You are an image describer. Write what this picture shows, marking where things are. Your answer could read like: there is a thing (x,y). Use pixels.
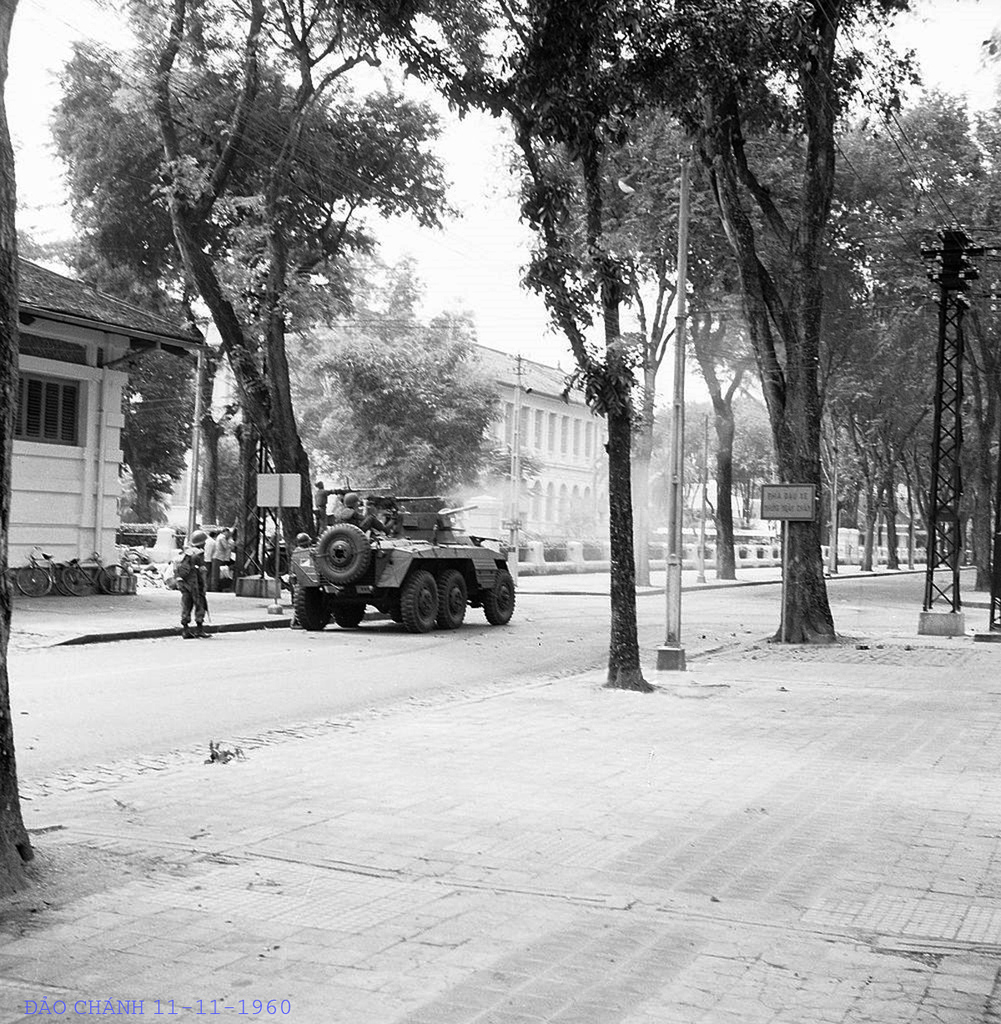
In this image I can see number of trees (904,339), few poles (939,555), a board (803,492), a vehicle (419,509), few buildings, few people (356,500) and few wires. I can also see few people (353,520) are sitting in this vehicle (325,582) and here on this board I can see something is written. I can also see this image is black and white in color.
